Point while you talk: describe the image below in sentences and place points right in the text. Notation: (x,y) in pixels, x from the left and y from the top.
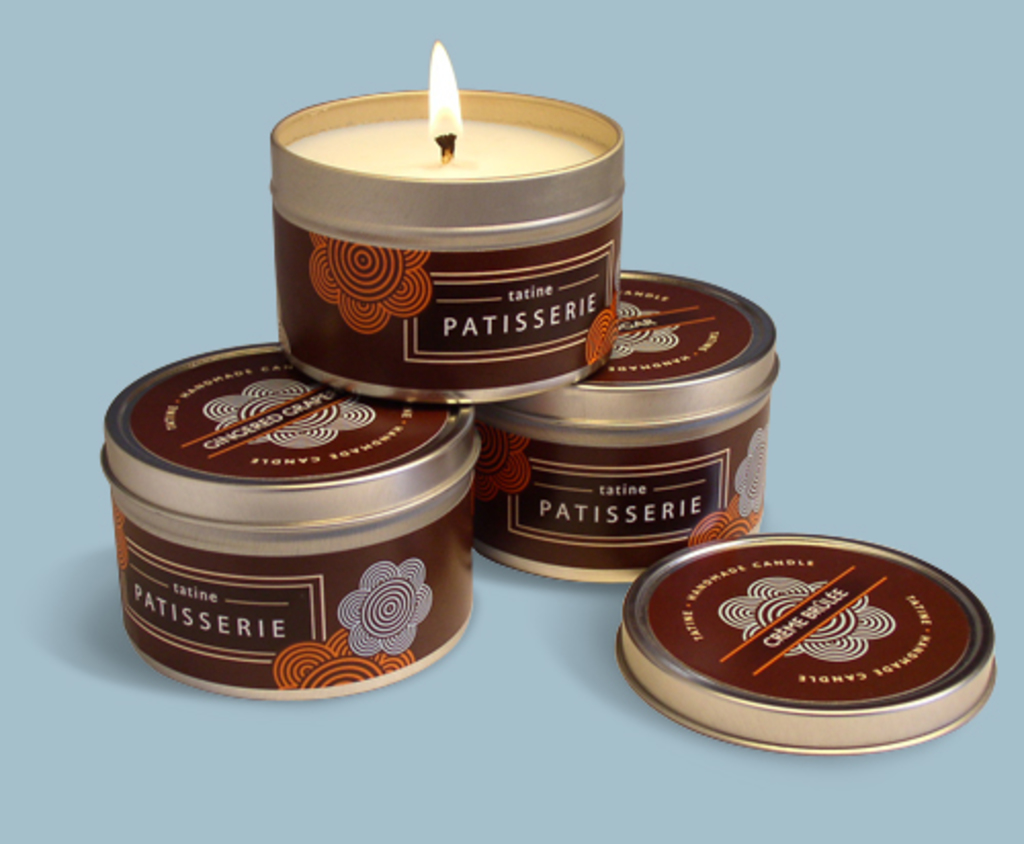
In this image I can see three candle holders (415,274) with lids (280,462). These are placed on a blue surface (452,797).
